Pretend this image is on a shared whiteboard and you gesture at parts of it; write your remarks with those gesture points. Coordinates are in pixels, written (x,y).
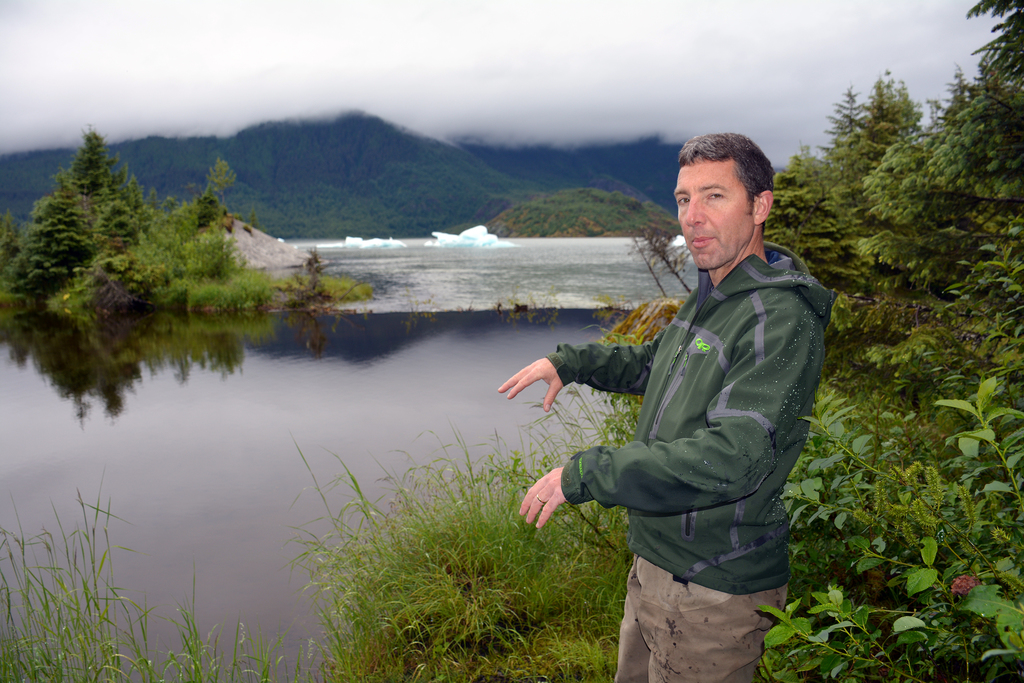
On the right side (695,507) there is a person (756,368) standing, behind him there are trees (901,298), in the background (399,348) there is a water surface (265,353), in the middle (368,293) there are plants (165,257), and there are mountains (271,156) and the sky (683,8).
